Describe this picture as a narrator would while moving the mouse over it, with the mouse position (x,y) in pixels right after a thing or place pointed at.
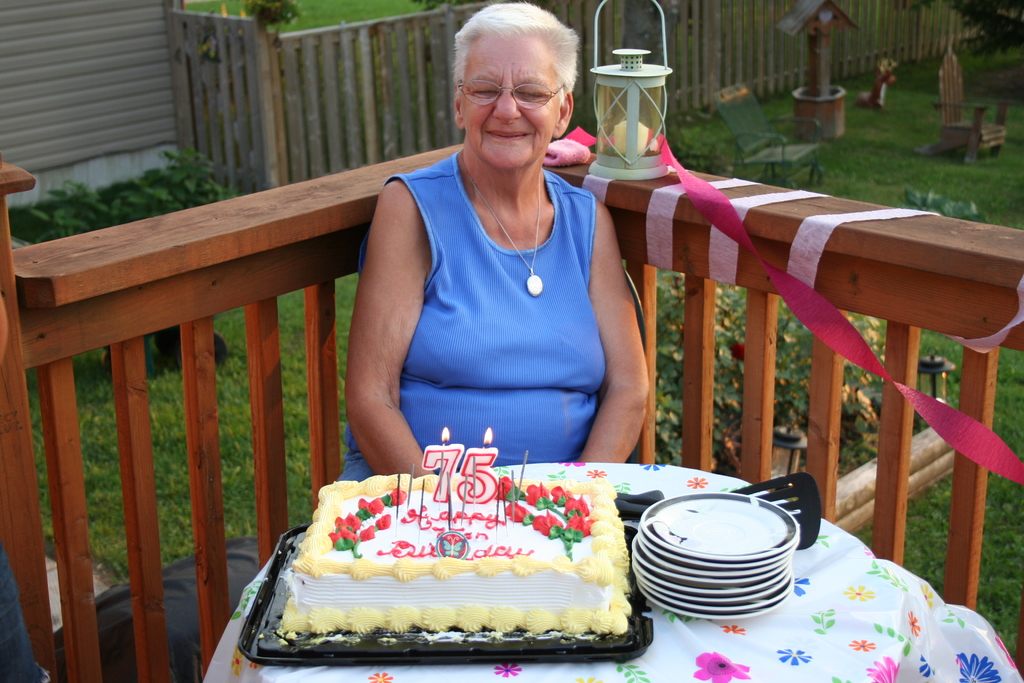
In this picture there is a old woman (492,270) sitting in the chair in front of a table (389,681) on which a cake (455,547) and a plates (652,551) were placed. Behind her there is a railing (48,300) on which lamp (638,128) is placed. In the background (802,155) there is a garden (878,175) in which some plants (139,188) and a wall (61,114) can be seen.
